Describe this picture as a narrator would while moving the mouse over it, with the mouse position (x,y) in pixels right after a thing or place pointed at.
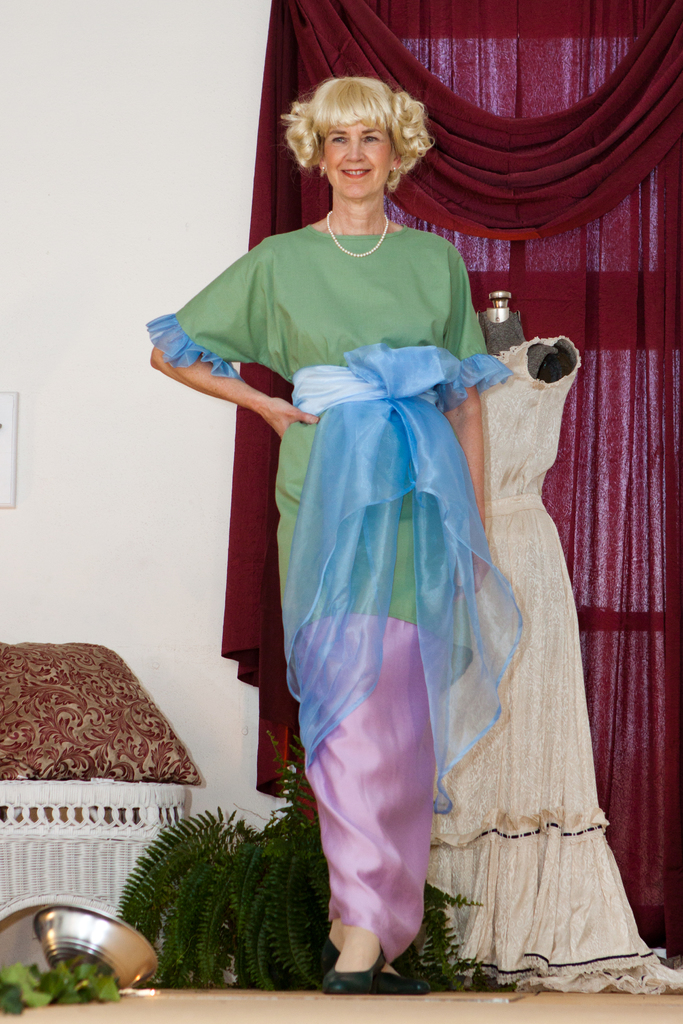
In the image we can see there is a woman (383,303) standing and there is a mannequin (543,638) wearing gown (533,861). There are plants (265,883) kept in the pot (81,933) and there is curtain (671,737) on the window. There is a cushion (58,707) kept on the basket (106,779) and behind there is a white colour wall (68,262).
